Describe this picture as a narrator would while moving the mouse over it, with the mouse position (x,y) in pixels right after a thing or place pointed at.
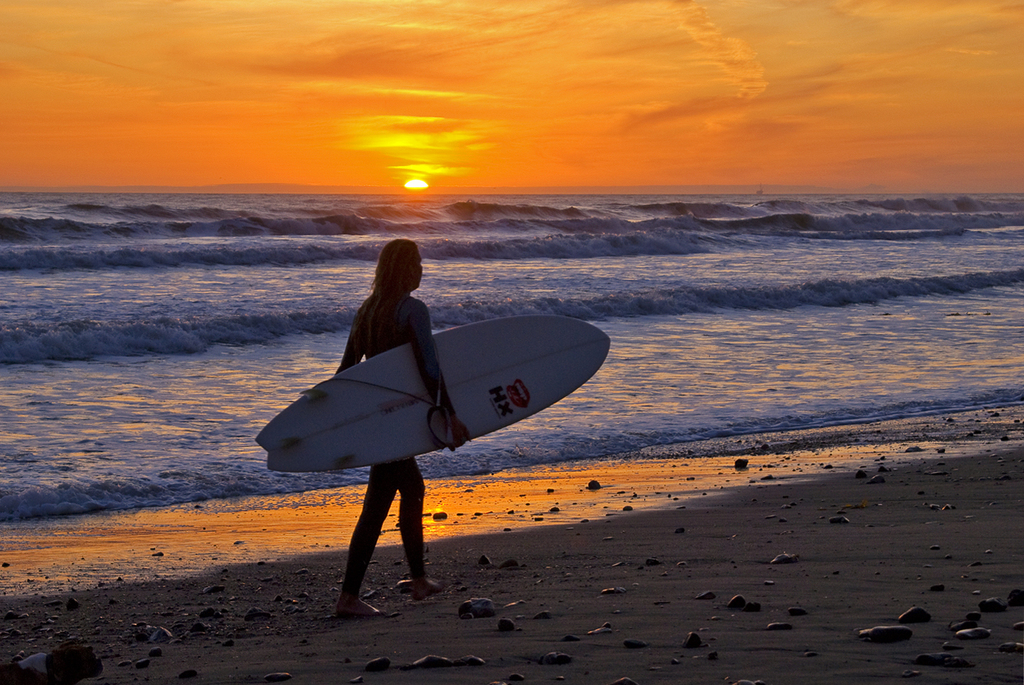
This picture is clicked at the beach (726,467) during sunset. The woman (424,318) in the image walking and holding a surfboard (408,422). On the shore (705,528) there are many stones (880,638). In the background (634,389) the sky (625,159) is colorful and there are waves (115,486) in the ocean (176,414).
